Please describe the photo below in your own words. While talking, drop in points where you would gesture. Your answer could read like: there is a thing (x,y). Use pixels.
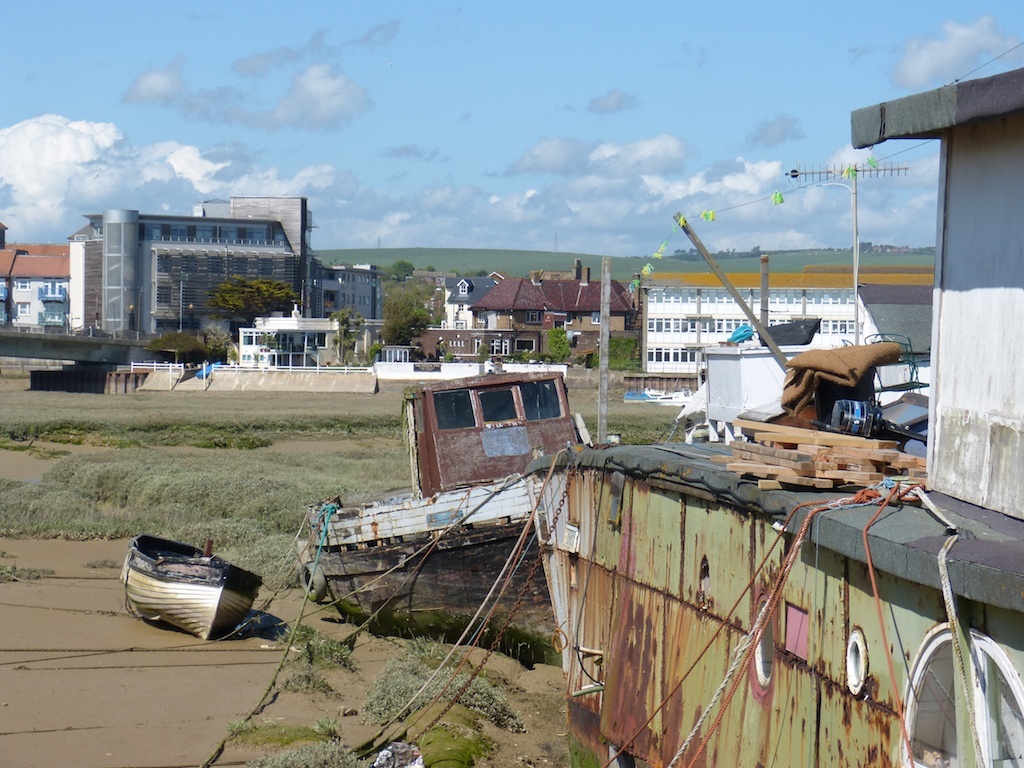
In this image on the right side (991,256) there is house (791,540), clothes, boards (877,449), ropes (799,550), chains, antenna (855,272) and some other objects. And on the left side (129,609) there is a boat (148,614), sand (244,699) and some grass (473,703) and in the background (164,342) there are some buildings (118,282), trees (883,247), poles (731,282), mountains (843,256), and at the top (287,137) there is sky (578,112).
